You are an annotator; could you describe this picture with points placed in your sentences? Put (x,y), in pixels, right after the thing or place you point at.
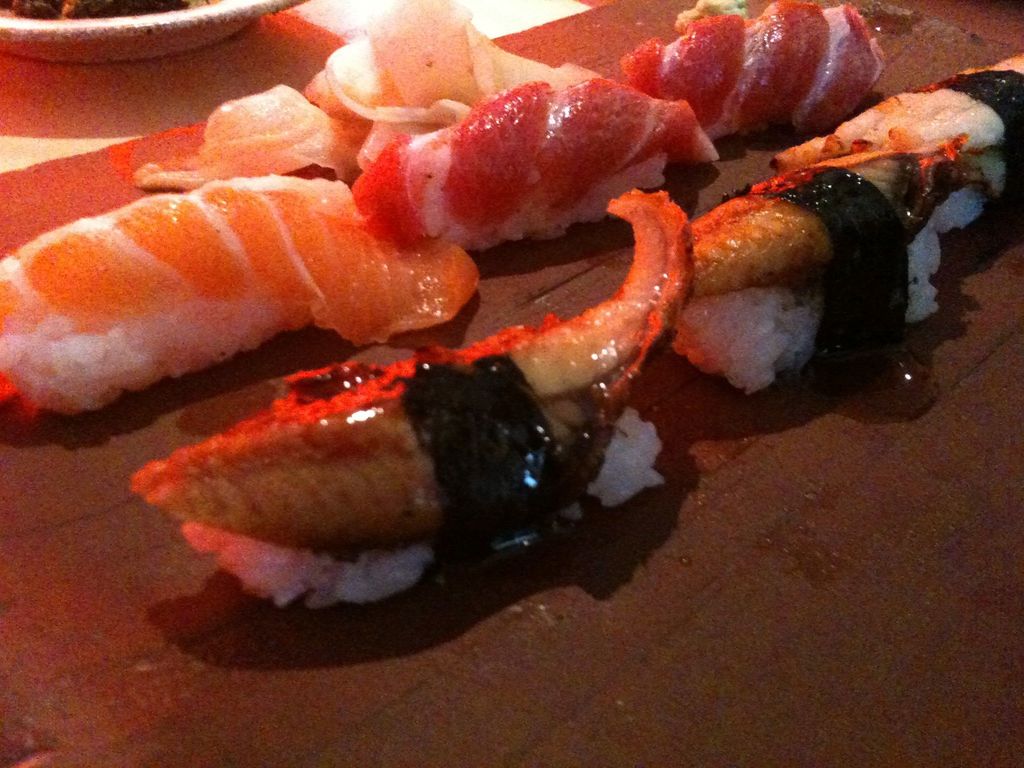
In this image we can see food items (399,373) on a platform (502,642). On the left side (128,7) at the top (138,6) we can see item (111,14) in a plate (165,46) on a platform (37,72).
